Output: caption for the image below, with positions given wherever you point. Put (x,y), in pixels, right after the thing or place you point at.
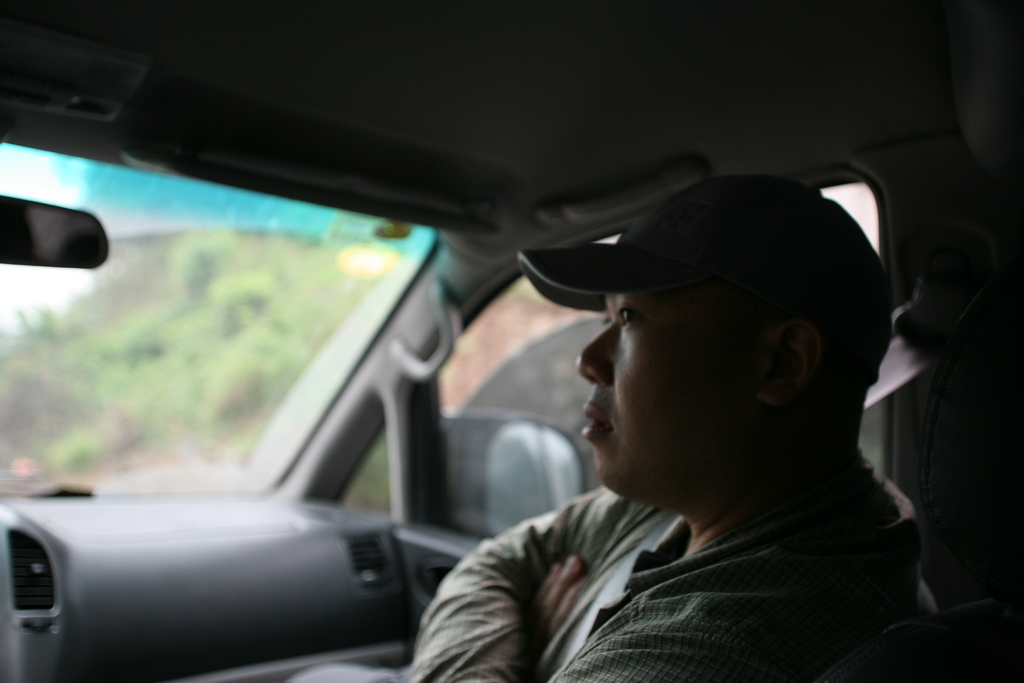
In this image there is a car (411,446), inside the car (454,479) there is a man (647,587) he wear check shirt (698,627) and cap (726,276) he is staring at something. In the background (161,388) there is greenery (210,335).
